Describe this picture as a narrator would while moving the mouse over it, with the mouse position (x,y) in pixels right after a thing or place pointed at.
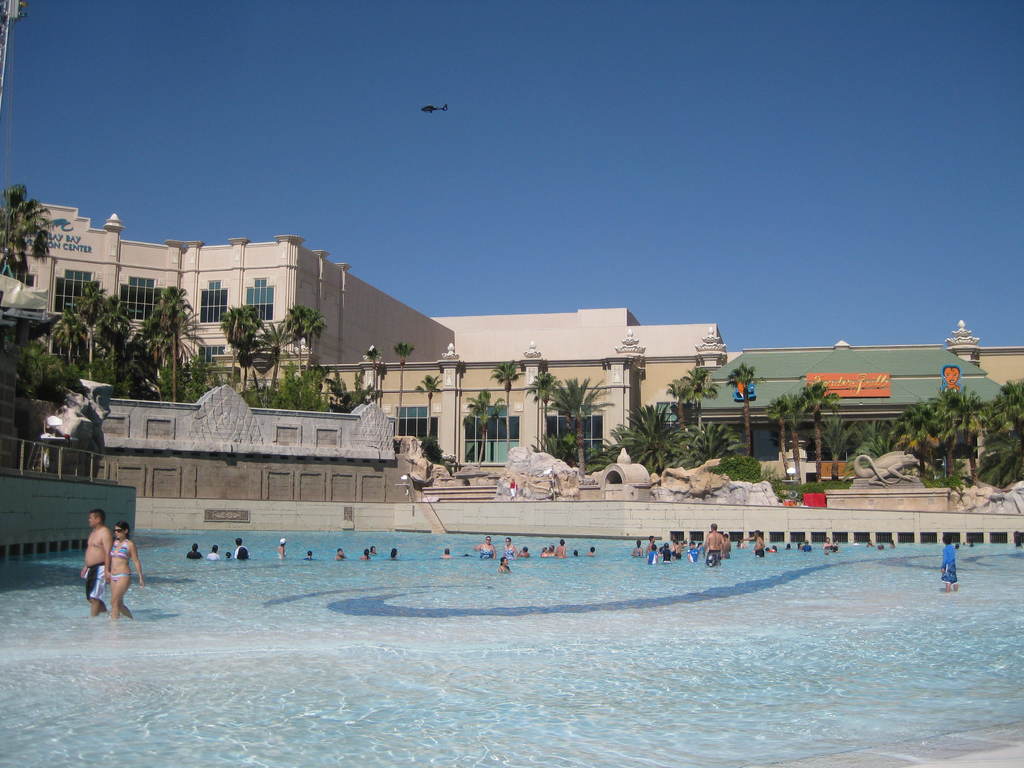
In this image there are a few people (93,564) standing and walking in the swimming pool (363,625), around the swimming pool (968,566) there are some wall structures (261,513). In the background (420,385) there is a building (871,401), trees (255,391) and there is a helicopter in the sky (502,111).
